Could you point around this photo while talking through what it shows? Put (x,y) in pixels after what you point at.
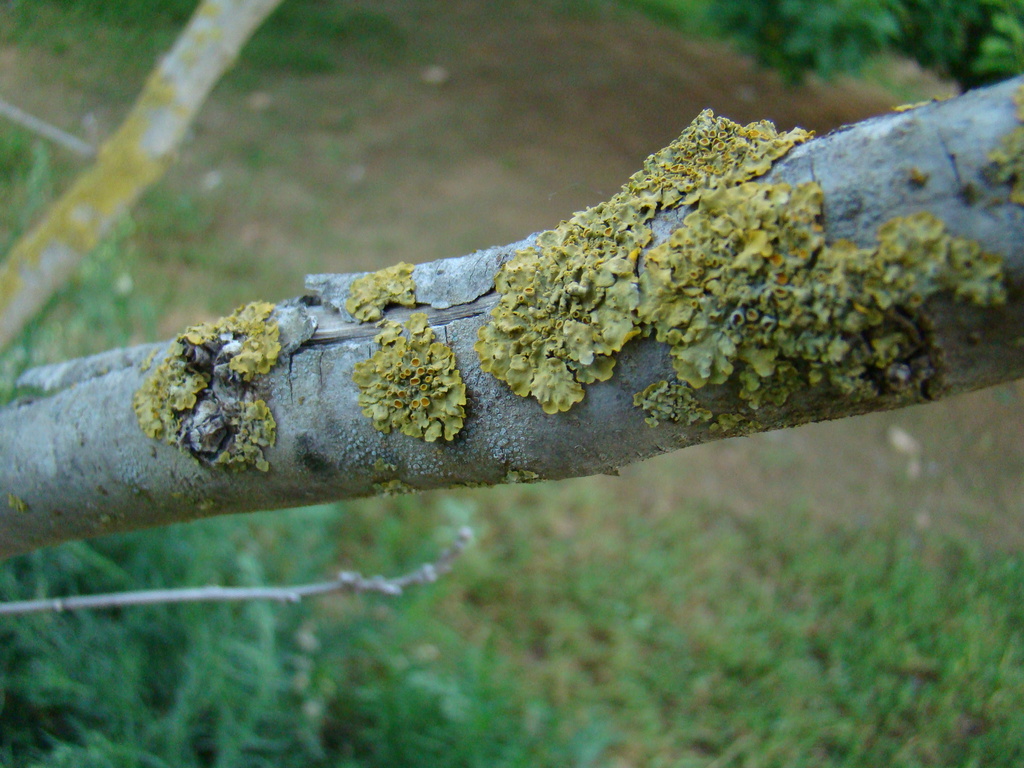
In this picture we can see a branch (992,229), ground (350,229), grass (383,715) and plants (278,724). On a branch (13,426) we can see lichens (811,353).
